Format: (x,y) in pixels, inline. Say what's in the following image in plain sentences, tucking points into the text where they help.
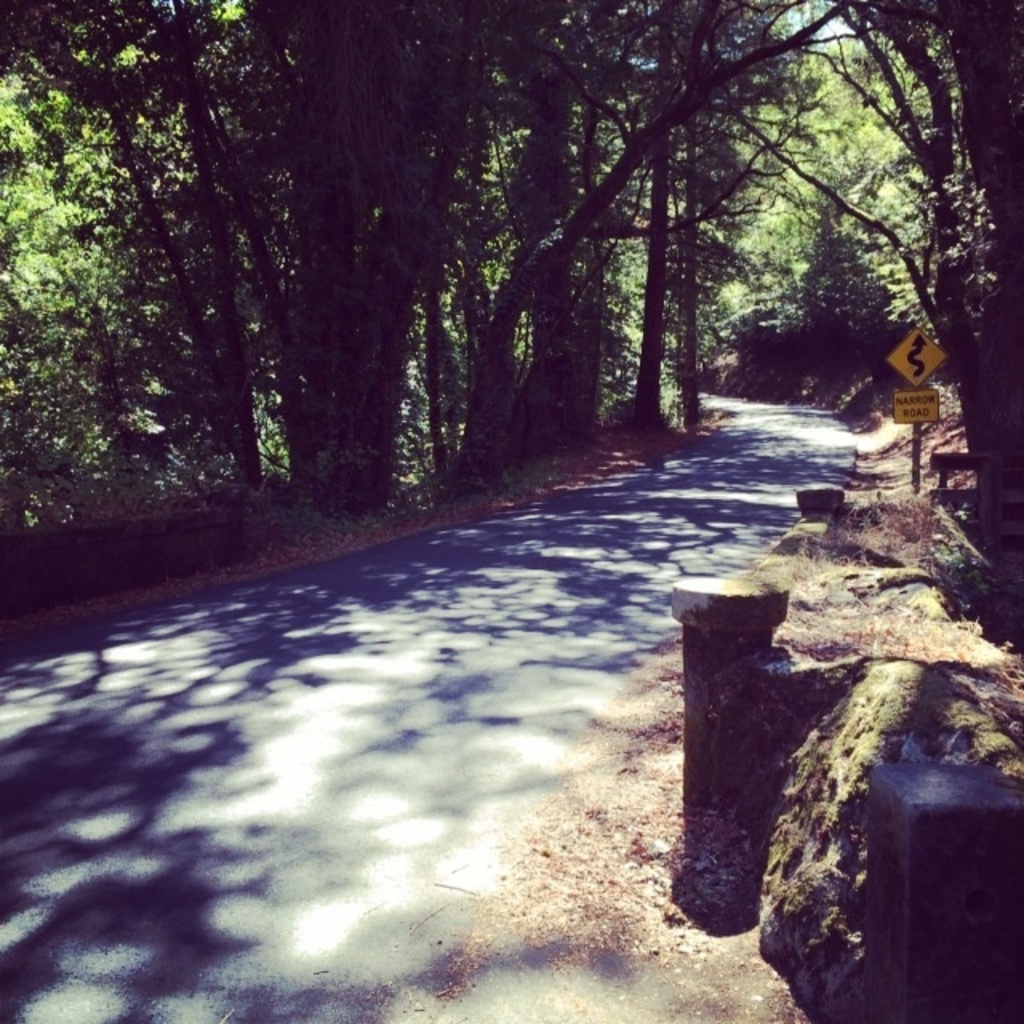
In this image I can see the road (493,731). To the right (912,417) I can see the boards (928,420) and the pole (915,445). On both sides of the road (516,709) I can see the trees (714,199). In the background (818,15) I can see the sky (805,14).
